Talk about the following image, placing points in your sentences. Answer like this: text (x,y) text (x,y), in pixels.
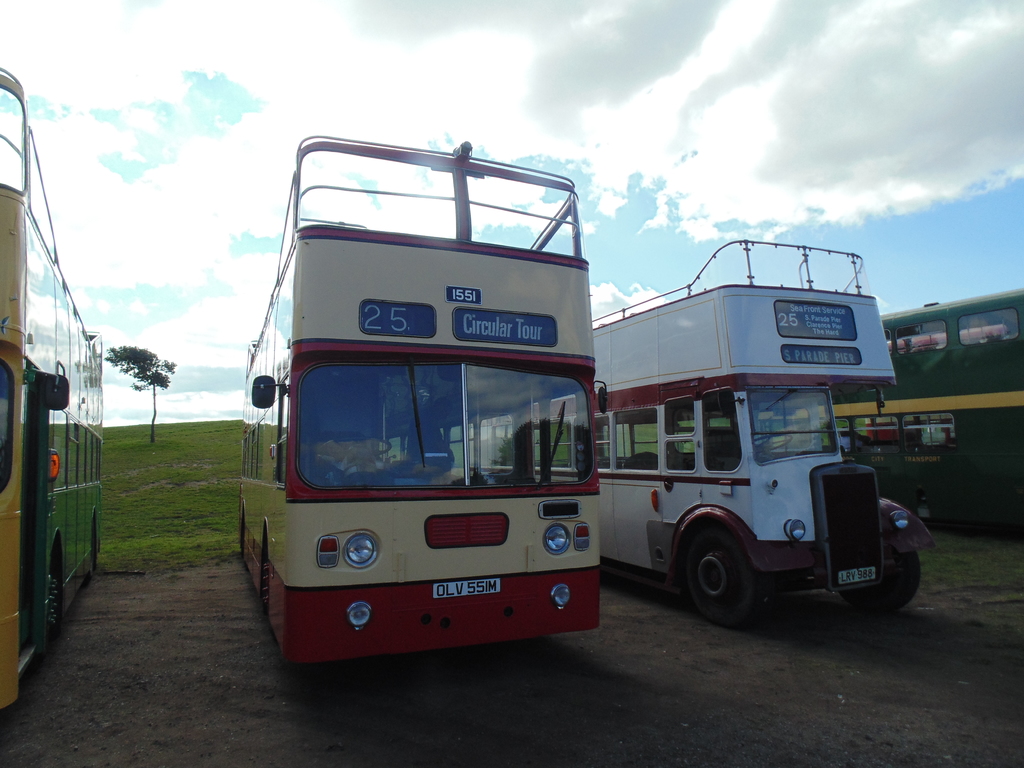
In the picture we can see four buses (733,327) are parked on the path (138,657) and behind it, we can see a part of the grass surface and on it we can see a small tree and in the background (47,234) we can see the sky (619,192) with clouds (619,192).
